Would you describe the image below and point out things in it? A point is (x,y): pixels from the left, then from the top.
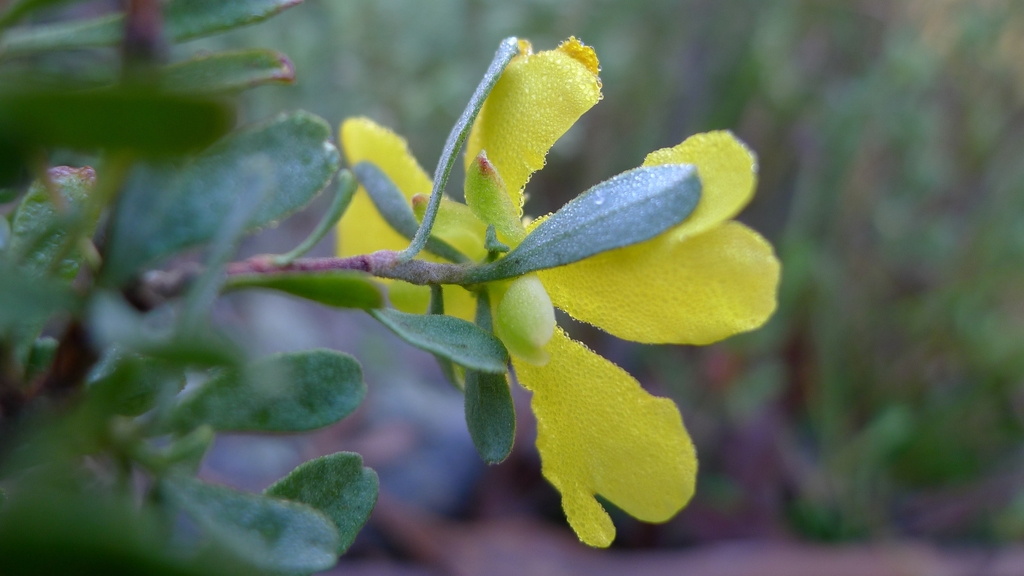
In this image in front (306,498) there is a plant (313,356) and a flower (544,374). In the background of the image (895,354) there are plants (841,118).
